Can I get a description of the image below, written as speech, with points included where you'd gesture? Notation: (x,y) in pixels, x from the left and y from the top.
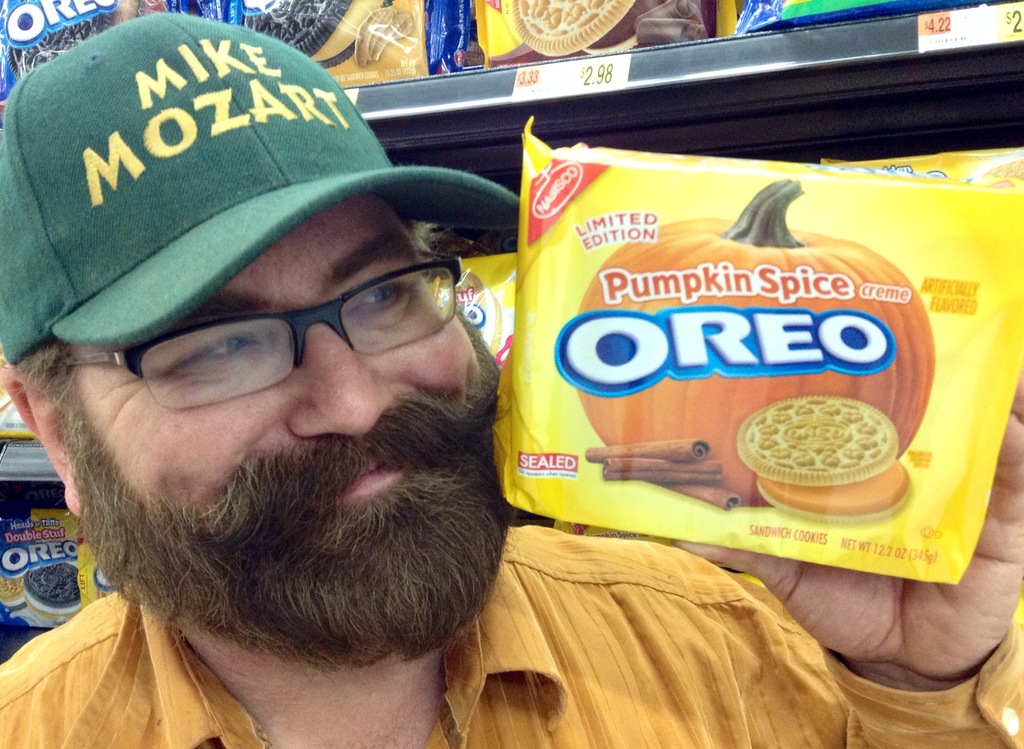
In this picture we can see a man (161,487) with a cap (243,173) holding a biscuit packet (652,236) and smiling at someone.
